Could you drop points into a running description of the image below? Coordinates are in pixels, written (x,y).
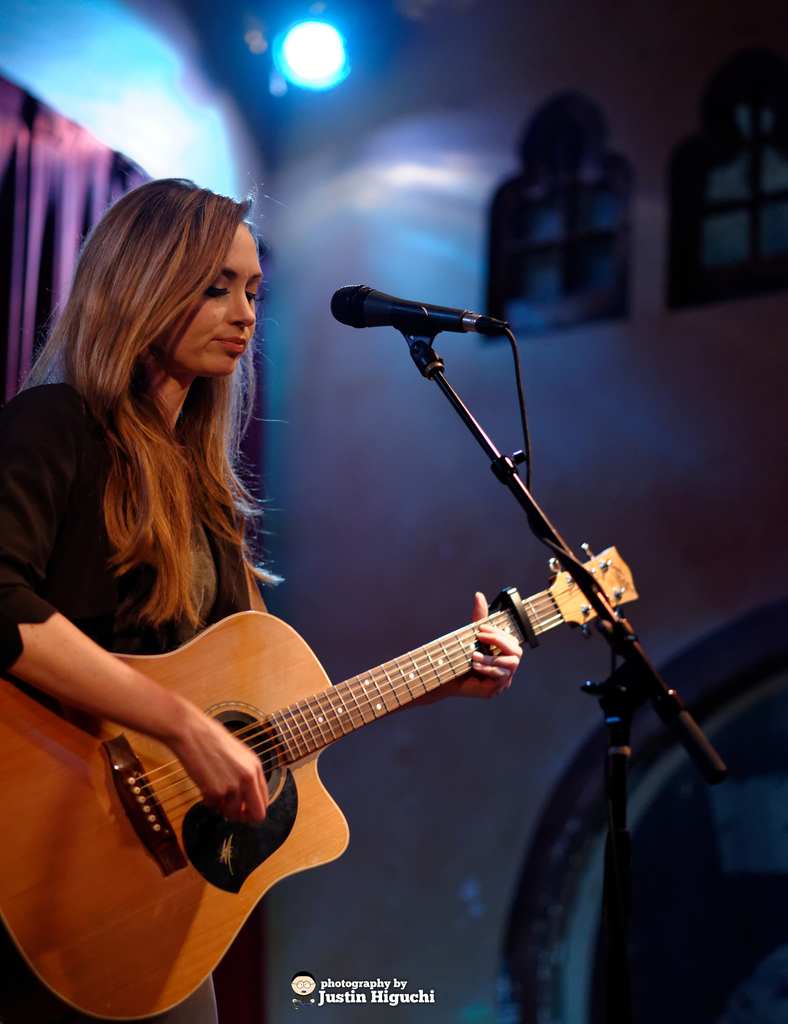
In this image i can see a woman (143,264) playing guitar (278,753) there is a microphone (461,327) in front of her at the back ground (453,360) i can see a curtain (77,197), a wall (127,45) and a light (297,45).
